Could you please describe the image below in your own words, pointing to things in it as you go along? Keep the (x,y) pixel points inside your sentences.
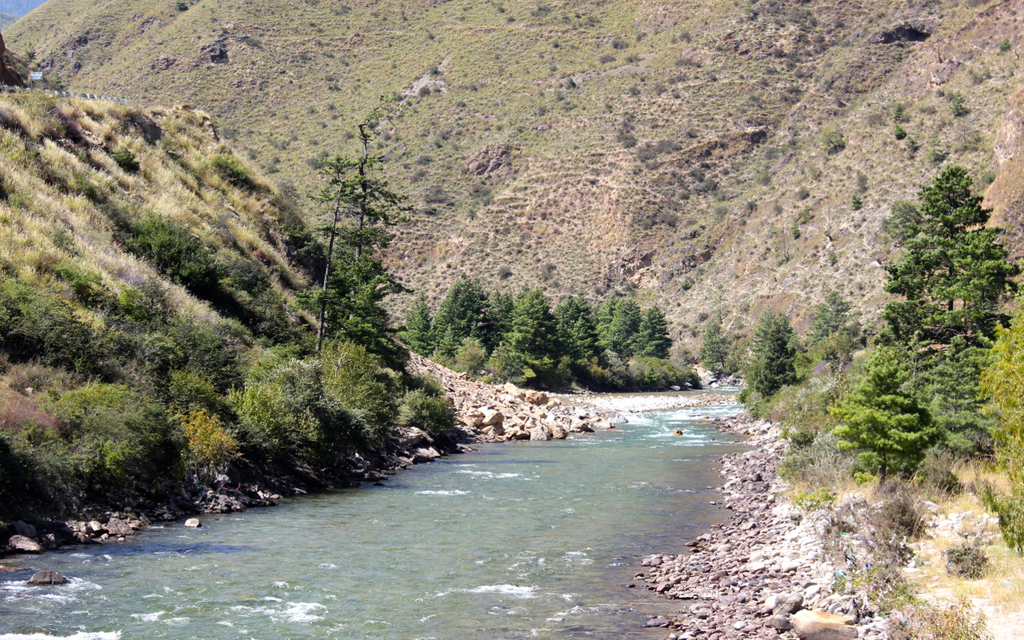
In this picture there is a mountain (589,119) and there are trees (447,315). At the top left (76,90) there is a railing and there is a board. At the bottom (389,584) there is water (499,500) and there are stones (831,631).
